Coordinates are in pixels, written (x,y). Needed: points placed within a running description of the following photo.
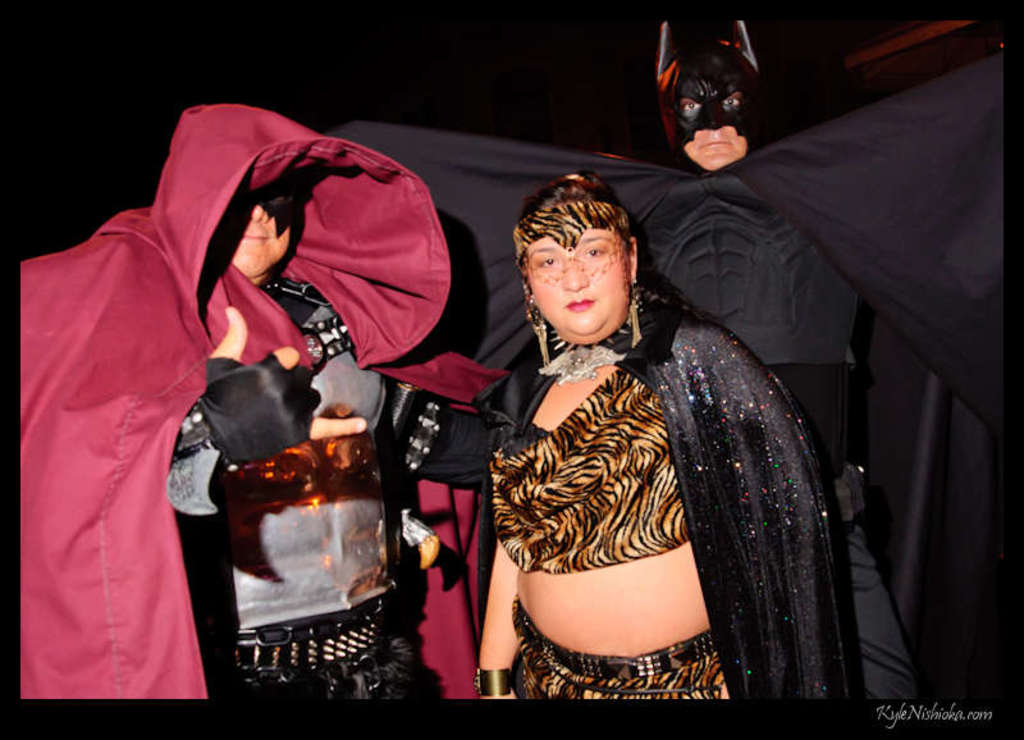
In the picture I can see a person (310,346) wearing maroon color dress (142,588) is standing on the left side of the image (329,152) and a person (593,525) wearing a black dress (685,457) is standing on the right side of the image (693,375) and we can see another person (708,248) wearing black color dress (759,221) is behind her. The background of the image is dark. Here we can see the watermark (920,713) at the bottom right side of the image (913,720).
